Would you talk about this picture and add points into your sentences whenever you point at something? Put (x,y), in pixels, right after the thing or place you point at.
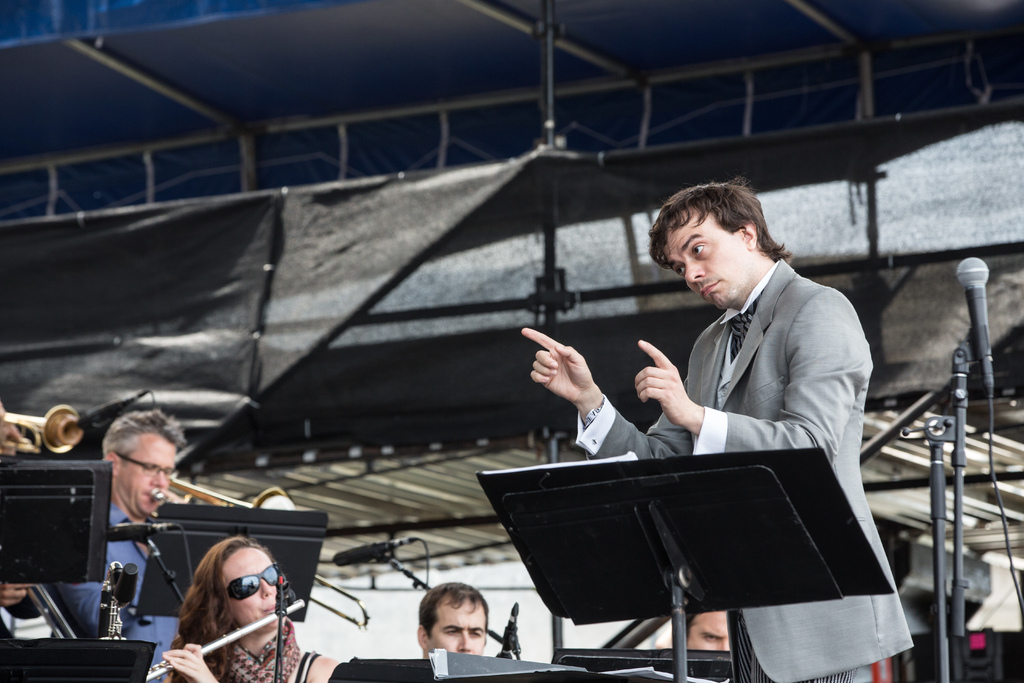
In this image we can see a person (702,367) wearing grey color suit (708,361) standing behind stand (715,552), there is microphone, on left side of the image (254,608) there are some group of persons (236,574) sitting and playing some musical instruments (67,428), there are some microphones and top of the image (445,138) there is a roof (417,136).
